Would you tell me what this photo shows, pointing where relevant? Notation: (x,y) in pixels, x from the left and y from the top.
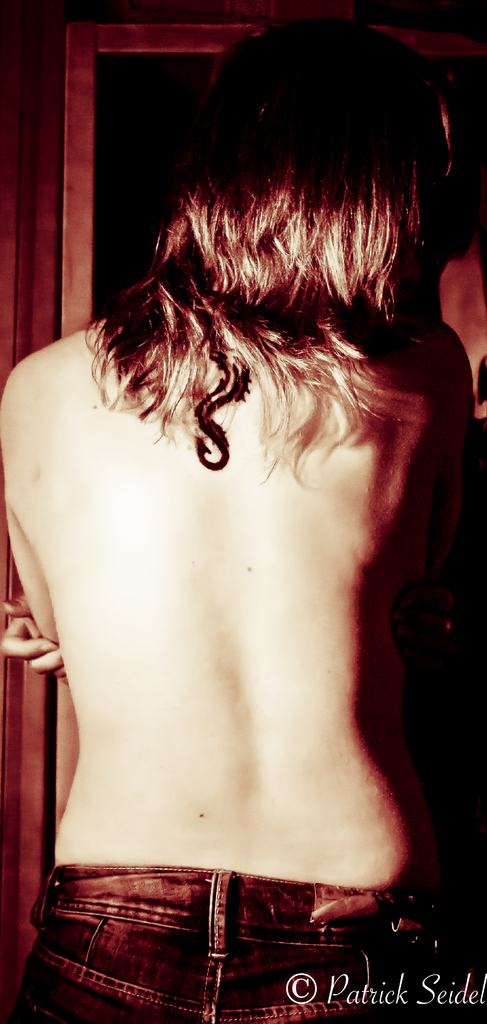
In this image we can see a human body (213,282) and we can also see some text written on the right bottom (432,992).
